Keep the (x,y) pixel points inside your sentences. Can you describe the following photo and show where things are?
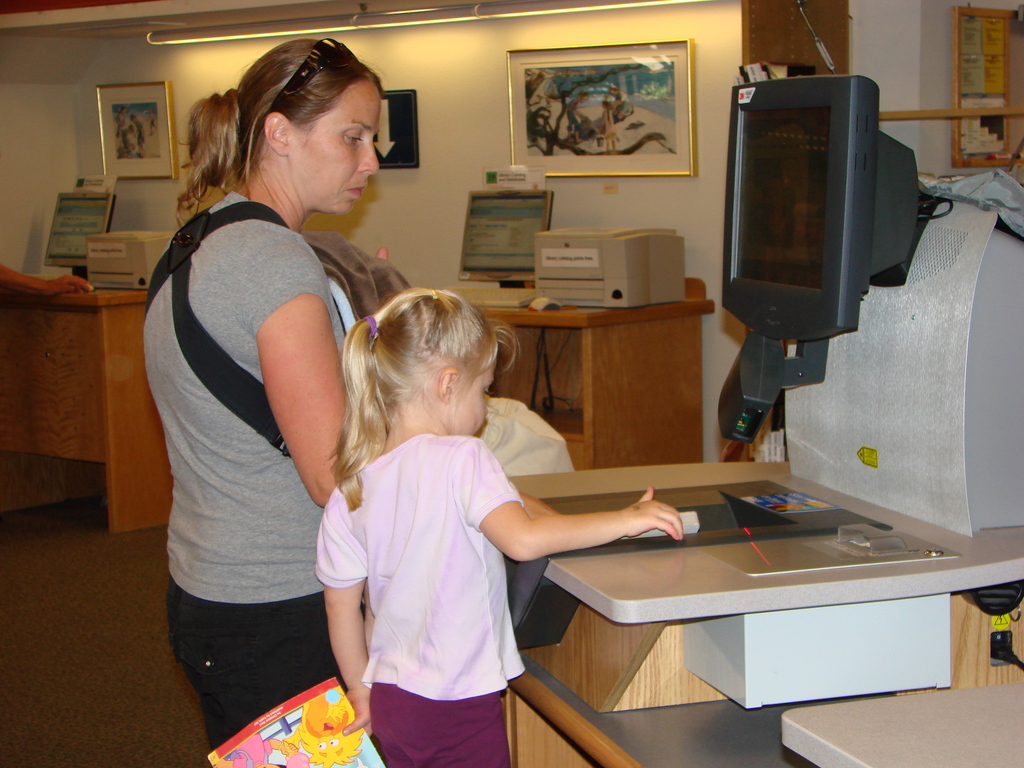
On the background (513,93) we can see wall (35,138), few frames (600,112) over a wall (458,52). Here we can see tables (661,429) and on the table (99,359) we can see screens (511,216) and some machines (616,295). We can see one women (330,471) and a girl (446,462) standing in front of a table (715,474). This girl (423,599) is holding a book (334,733) in her hand (351,725). This is a floor (105,712). We can see person's hand (65,283) on the table (76,321).
